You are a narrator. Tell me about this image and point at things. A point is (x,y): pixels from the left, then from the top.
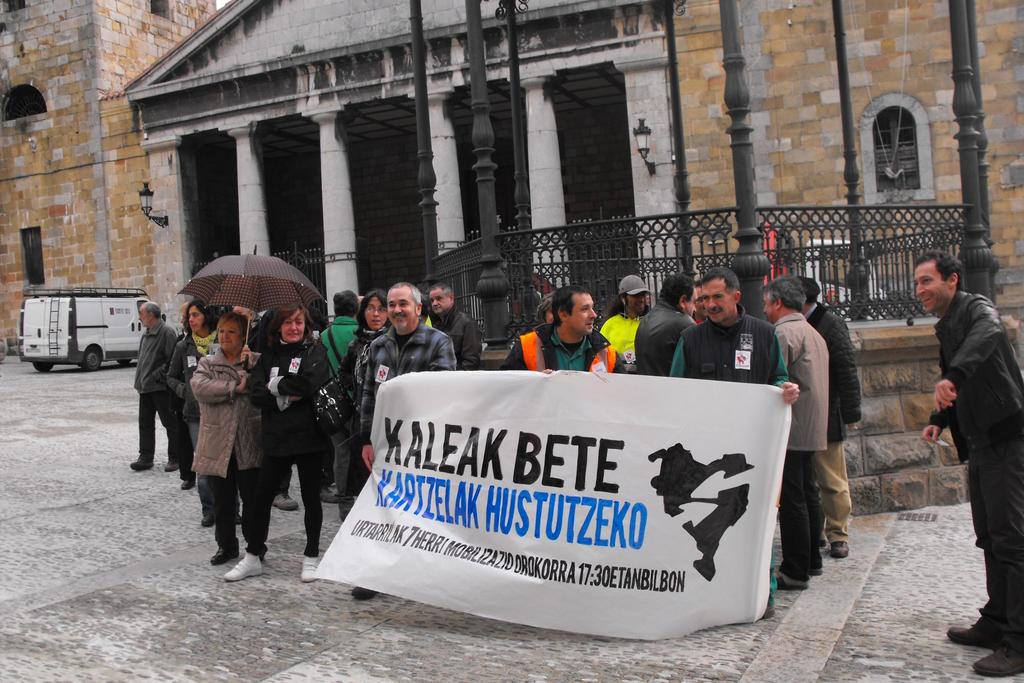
In this image there are people (469,333) protesting on road (301,595) three persons (716,376) are holding banner (384,426) on that banner (611,486) there is some text (589,488), in the background (225,37) there is a big building (819,3) and a van (72,337).
